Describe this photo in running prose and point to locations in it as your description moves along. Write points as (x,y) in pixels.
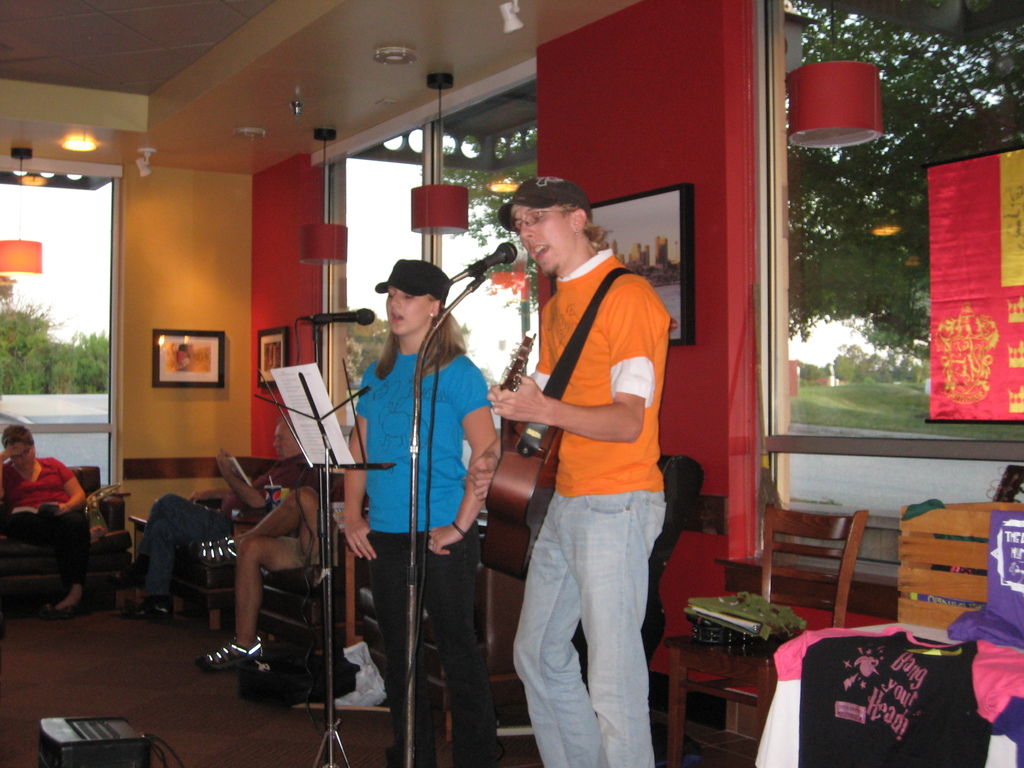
In the image we can see two people (538,574) standing and others (300,561) are sitting, they are wearing clothes (208,522) and some of them are wearing shoes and caps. Here we can see the right side person (599,383) is holding a guitar (549,472) in the hands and it looks like the person (570,312) is singing. Here we can see microphones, cable wires (167,760) and paper (330,428). Here we can see the glass windows (847,275) and out of the windows (885,240) we can see the trees (888,200) and the sky (73,243). Here we can see lights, frames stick to the wall (172,393), chairs (841,597) and the floor (136,652).
